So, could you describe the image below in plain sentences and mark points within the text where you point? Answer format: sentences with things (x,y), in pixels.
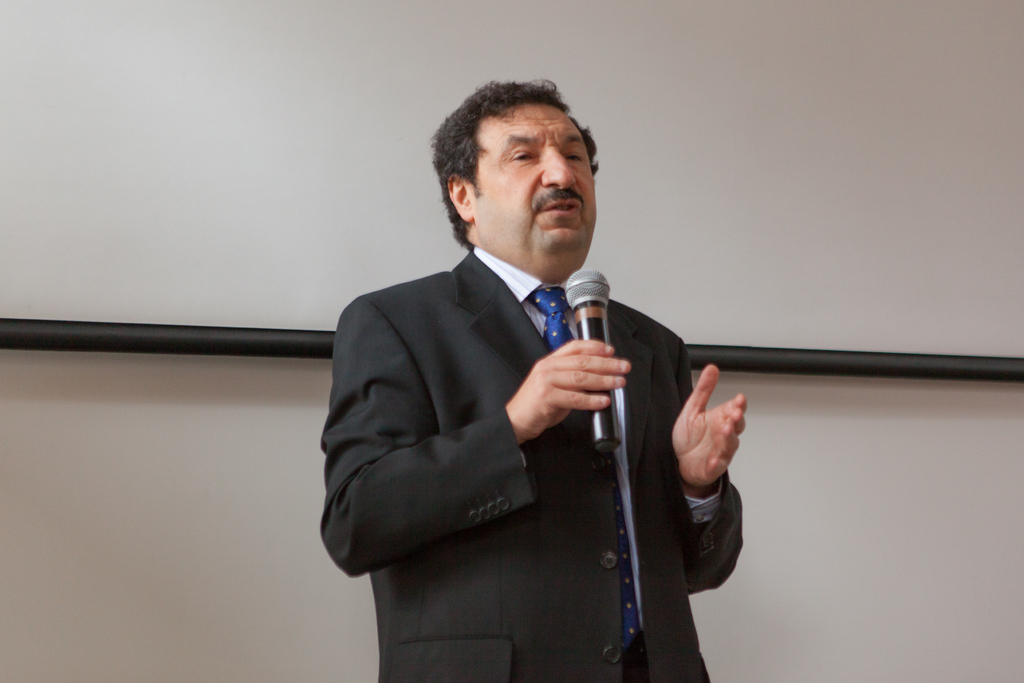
A man (489,486) is standing and holding a microphone (608,428) speaking in it. He wear a coat (513,364) tie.
